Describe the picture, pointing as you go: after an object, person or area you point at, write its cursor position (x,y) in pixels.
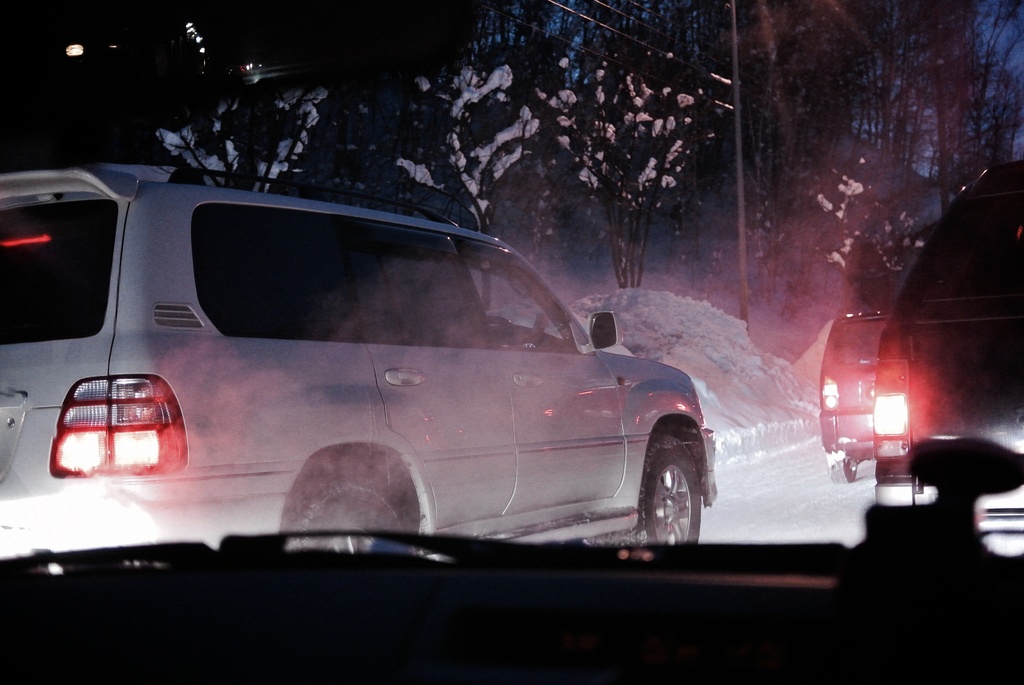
In this image we can see cars (1017,243) and there is snow (747,513). In the background (1022,76) there are trees (690,142), wires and sky (982,29).
